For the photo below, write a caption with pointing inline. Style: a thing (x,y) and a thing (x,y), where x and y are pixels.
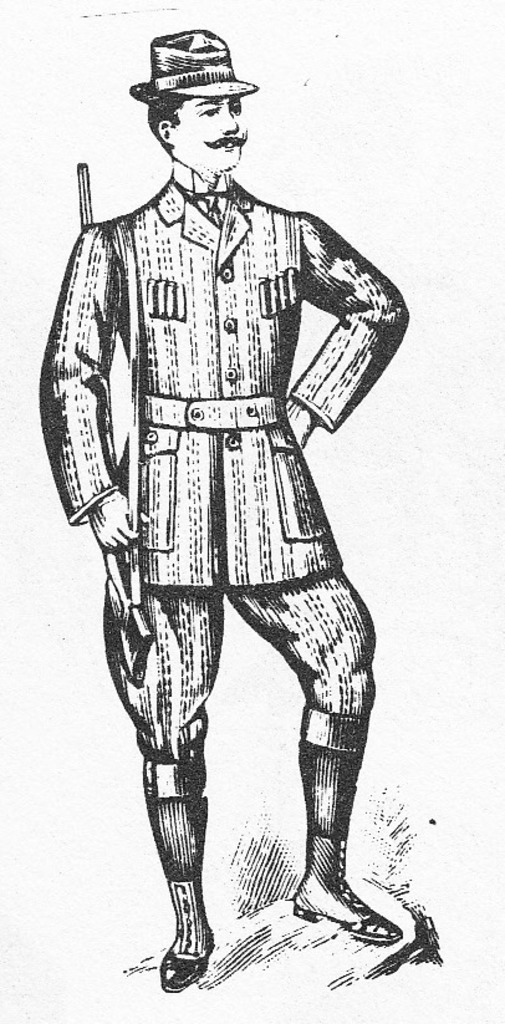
This is a printed picture and we see a man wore a cap (163,54) on his head (173,65) and he is holding a gun belt (135,448) with his hand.
